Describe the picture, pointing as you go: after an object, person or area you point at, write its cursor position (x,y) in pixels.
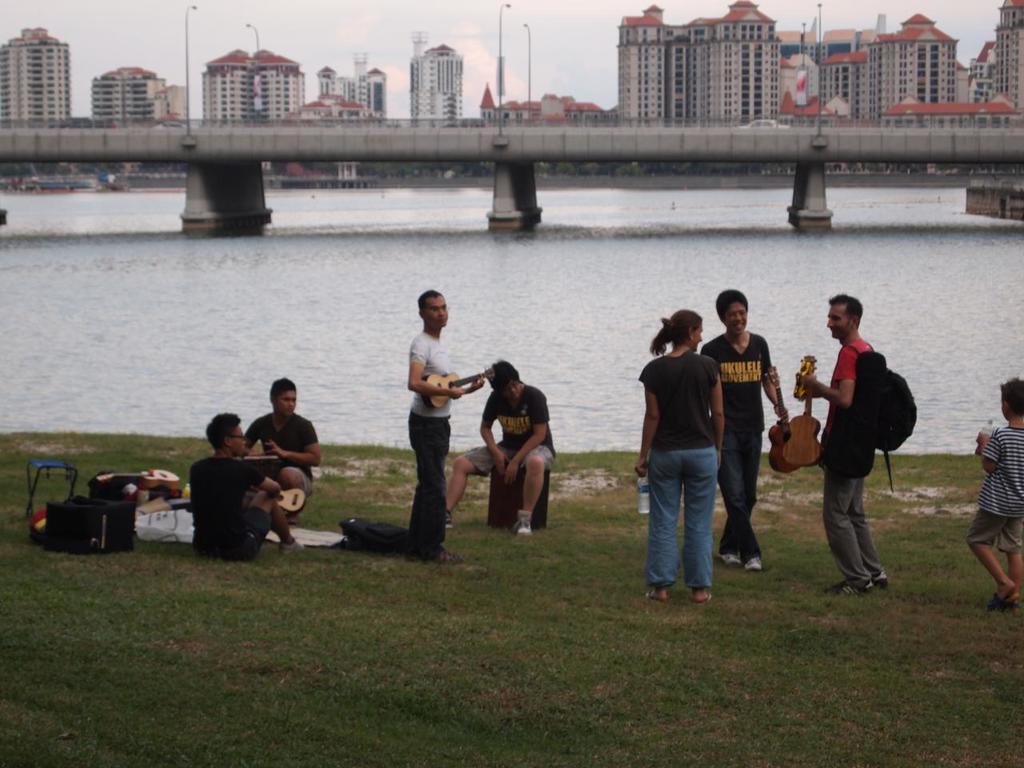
In this image I can see few people (529,508) sitting and few people (778,414) are holding musical instruments (812,367). I can see few buildings (721,85), windows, light poles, bridge (903,141) and water (546,261). The sky (539,84) is in white color.
